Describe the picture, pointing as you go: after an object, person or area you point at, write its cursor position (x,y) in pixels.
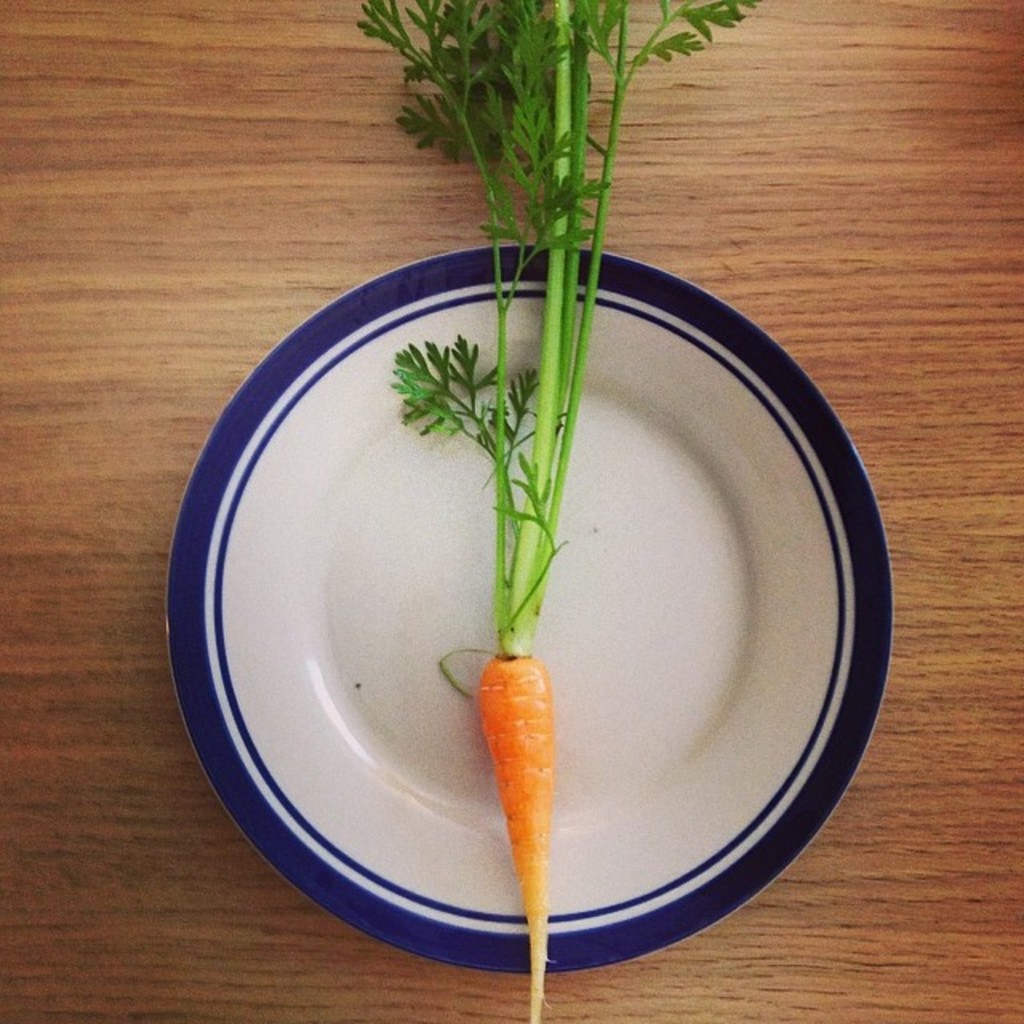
In this image I can see a plate (685,344) kept on the table (176,222) and on the plate (389,677) I can see carrot (522,693) and stem (552,454) of plant (566,460) and leaves (530,473) visible.
